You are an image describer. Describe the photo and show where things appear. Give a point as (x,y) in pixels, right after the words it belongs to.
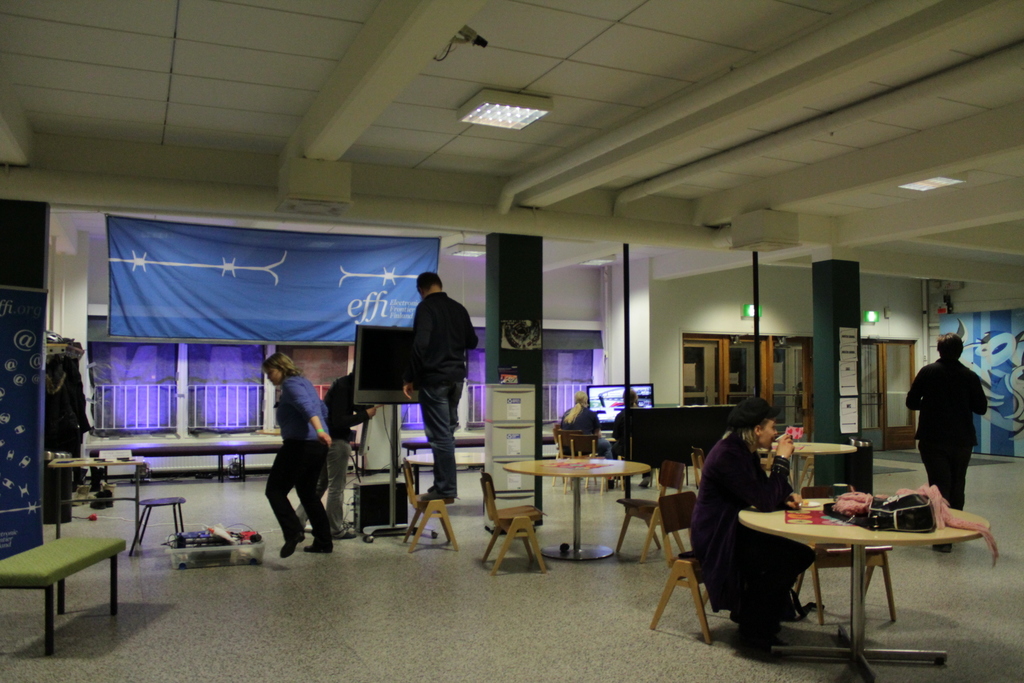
In this image there are seven people (587,418) who are working. There is a man (443,443) in the middle of a image who is standing on the chair (421,500) and looking at the tv (359,360). At the bottom right (771,485) there is a woman (736,461) who is sitting on a chair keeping hands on the table (783,516) and drinking a coffee (800,438). In the middle (343,283) there is a banner (370,317) which is attached to the ceiling (327,155). On the right side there are two people (576,417) who are looking at the desktop (609,398). There is a light (534,117) in the ceiling (546,81). There is a design (1014,375) to the right corner of the wall (1002,338). There is a tray (216,559) in front of a woman (313,443) who is walking. On the left side (34,372) there is a banner (18,352) which has symbols (23,463) on it.
